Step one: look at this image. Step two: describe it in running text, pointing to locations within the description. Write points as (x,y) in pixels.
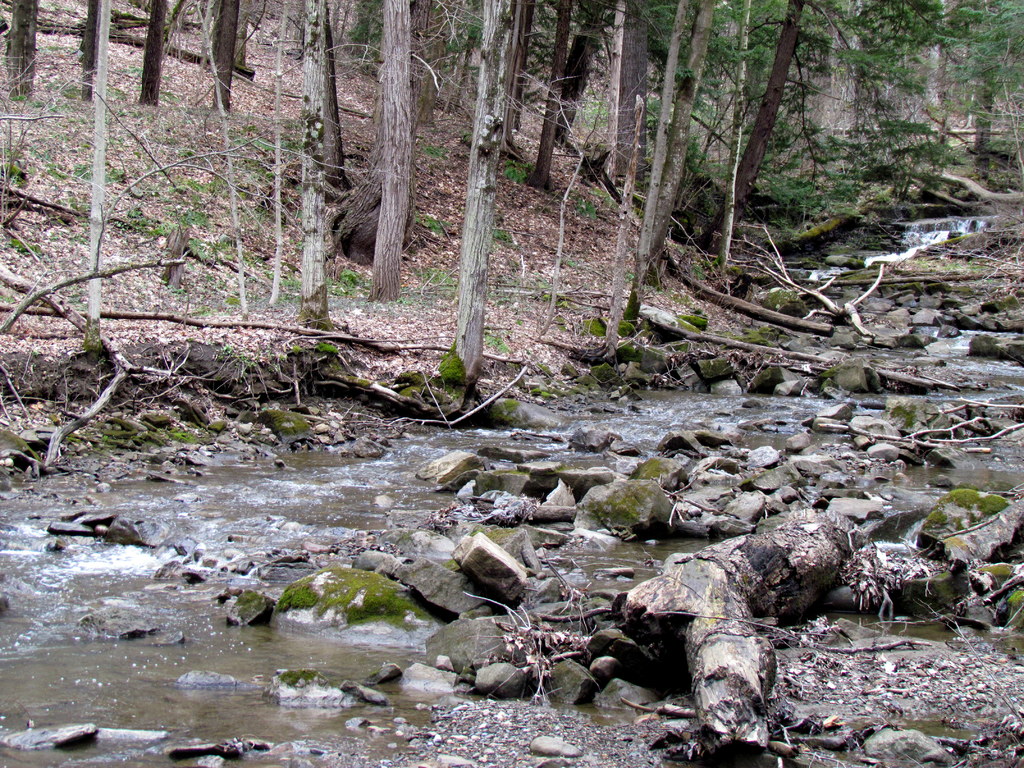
Here in this picture we can see water (810,411) flowing on the ground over a place and we can also see some stones (177,575) and branches (141,370) and logs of a tree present and we can see plants (193,209) and trees (819,175) present on the ground (362,271) and we can see dry leaves (344,139) present on the ground (112,236).
